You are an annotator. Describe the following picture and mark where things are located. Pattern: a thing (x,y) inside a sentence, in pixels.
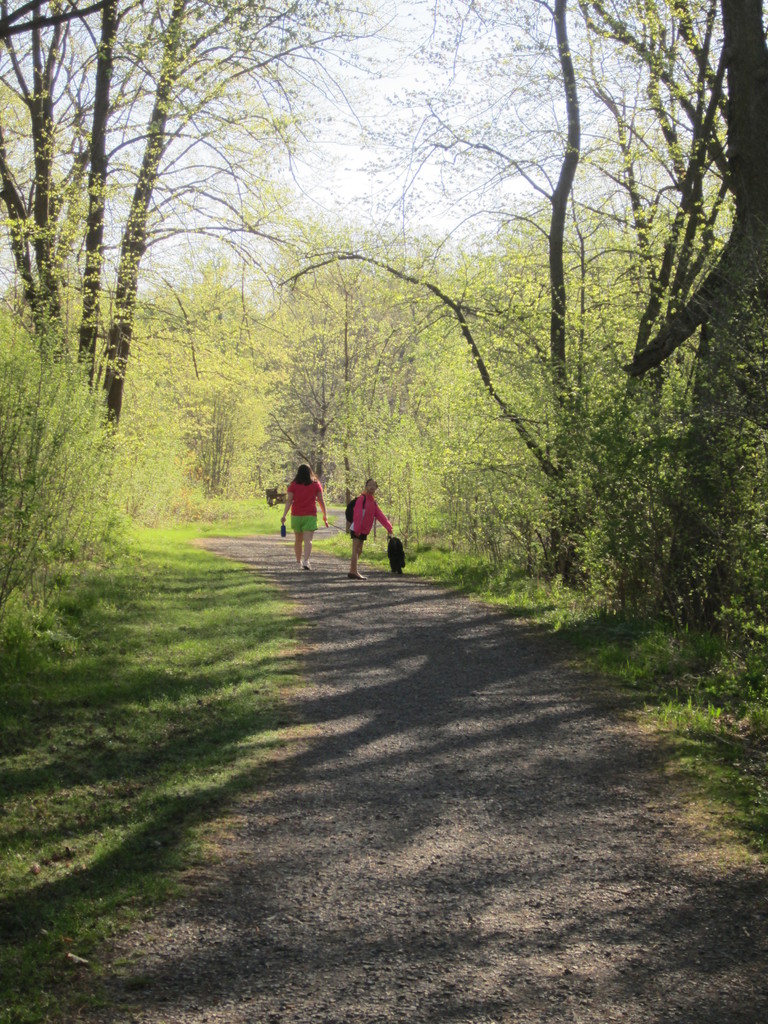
In this picture there are people (358,545) on the path (390,621). We can see bag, grass (288,634) and trees (385,254). In the background of the image (359,218) we can see the sky (345,208).
